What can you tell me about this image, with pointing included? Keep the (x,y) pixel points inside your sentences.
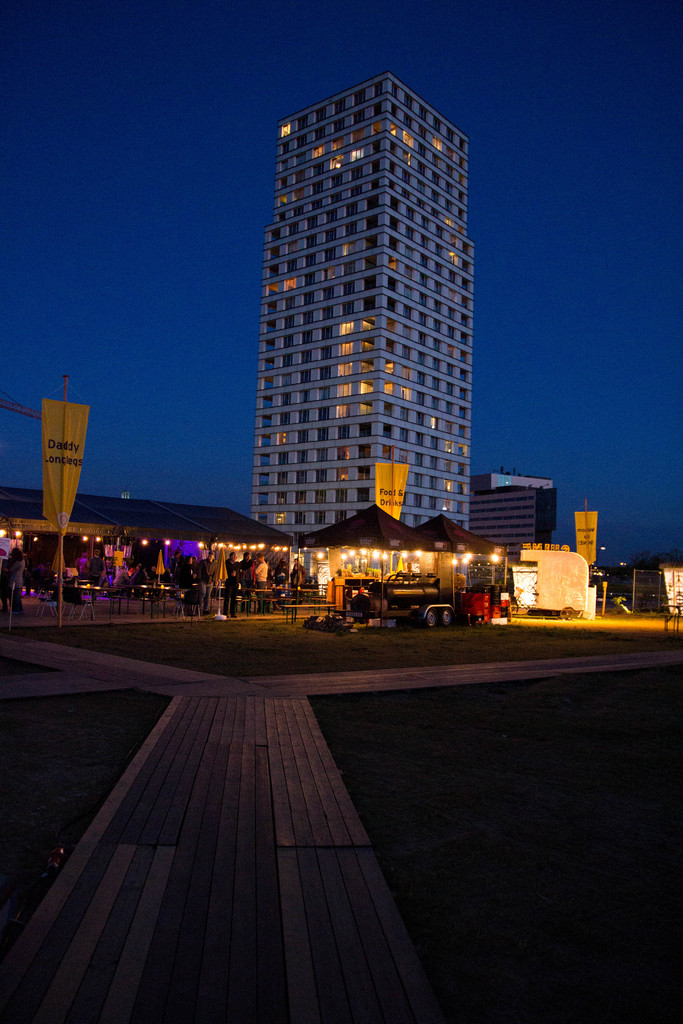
In this image I can see a buildings (397,435) and few tents (380,547). I can see vehicle (383,601) and lights (370,552). We can see few people (181,581) and yellow color flags (62,456). The sky (134,158) is in blue color.
